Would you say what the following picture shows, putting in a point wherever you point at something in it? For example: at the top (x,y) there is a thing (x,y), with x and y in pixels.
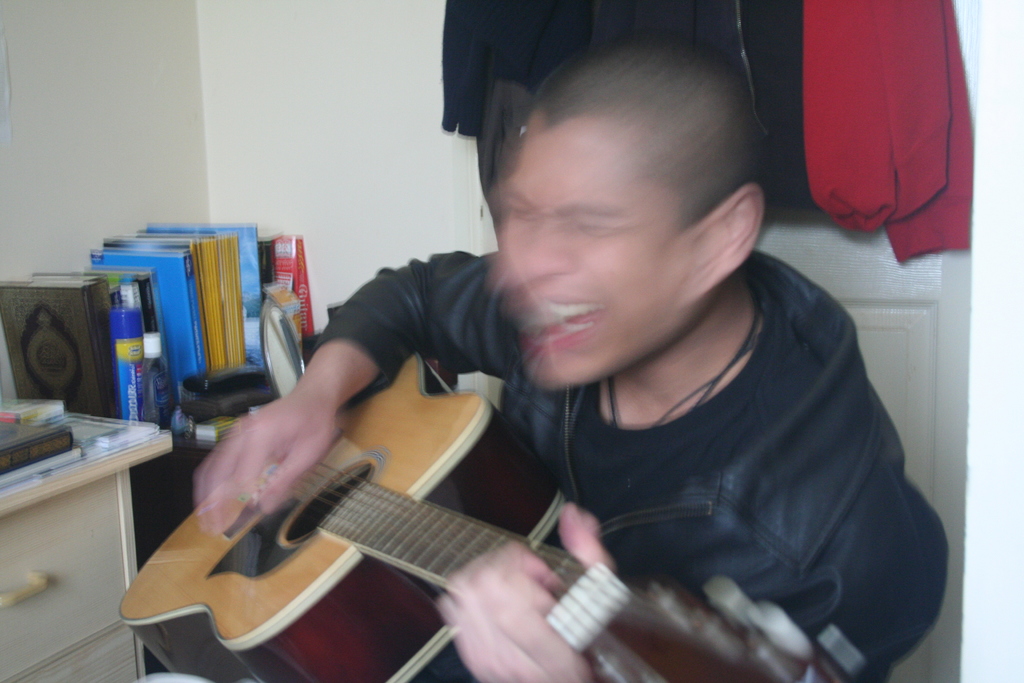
This picture contains a person (587,542) playing a guitar (310,498). At the left side (18,354) there are few books (29,324) beside there is a table (161,453). At the right top (842,178) there are clothes (890,190).
